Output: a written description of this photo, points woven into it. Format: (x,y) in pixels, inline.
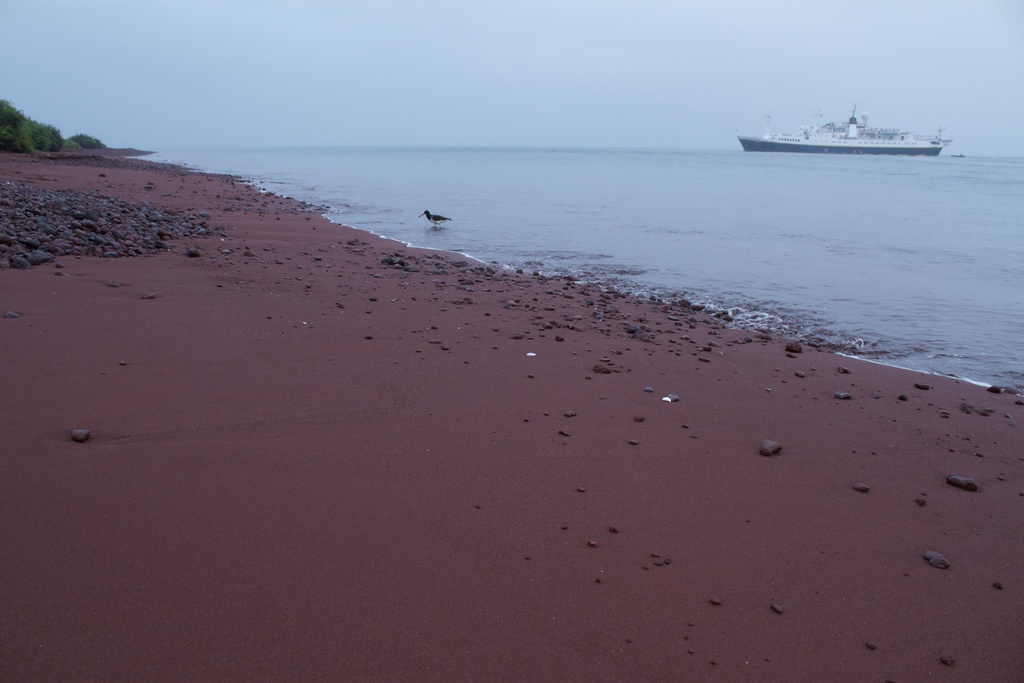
In this image there is a ship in the beach (776,462) also there is a bird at the sea shore (236,281).
